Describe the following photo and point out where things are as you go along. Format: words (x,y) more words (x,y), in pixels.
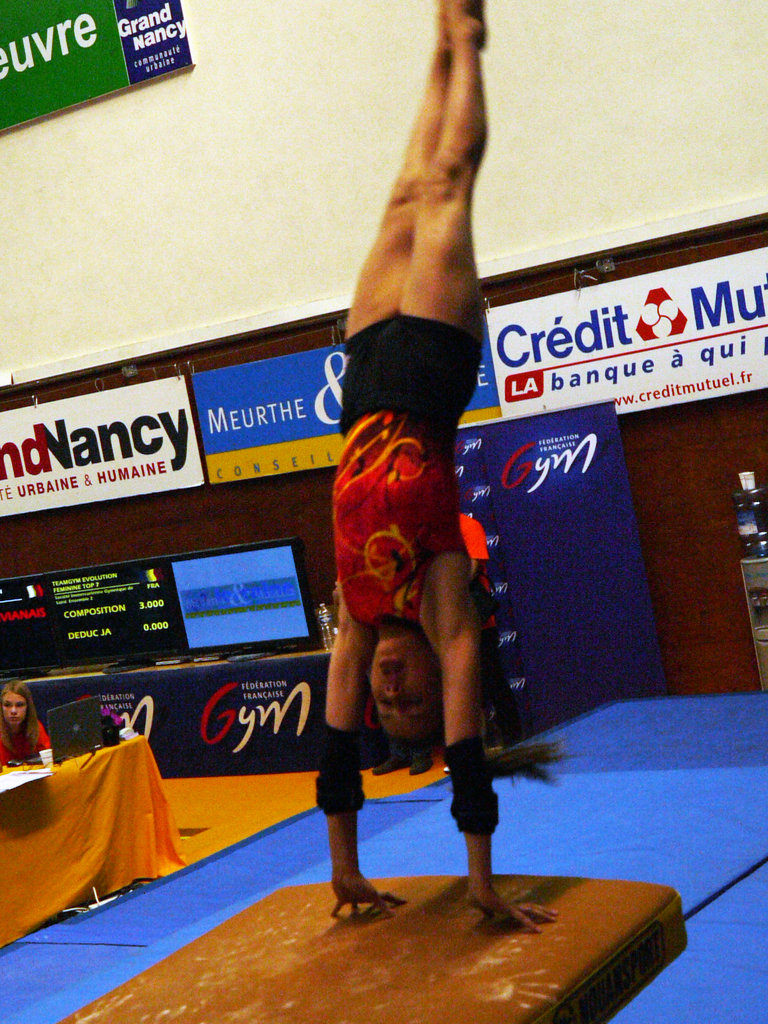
There is one woman (390,440) present in the middle of this image (367,575). We can see posters (599,518), desktops (202,584) and a wall (181,278) in the background (478,383). There is one woman (21,706) sitting and we can see a laptop (75,741) and a table (64,832) covered with a cloth (60,802) is at the bottom of this image (75,850).
